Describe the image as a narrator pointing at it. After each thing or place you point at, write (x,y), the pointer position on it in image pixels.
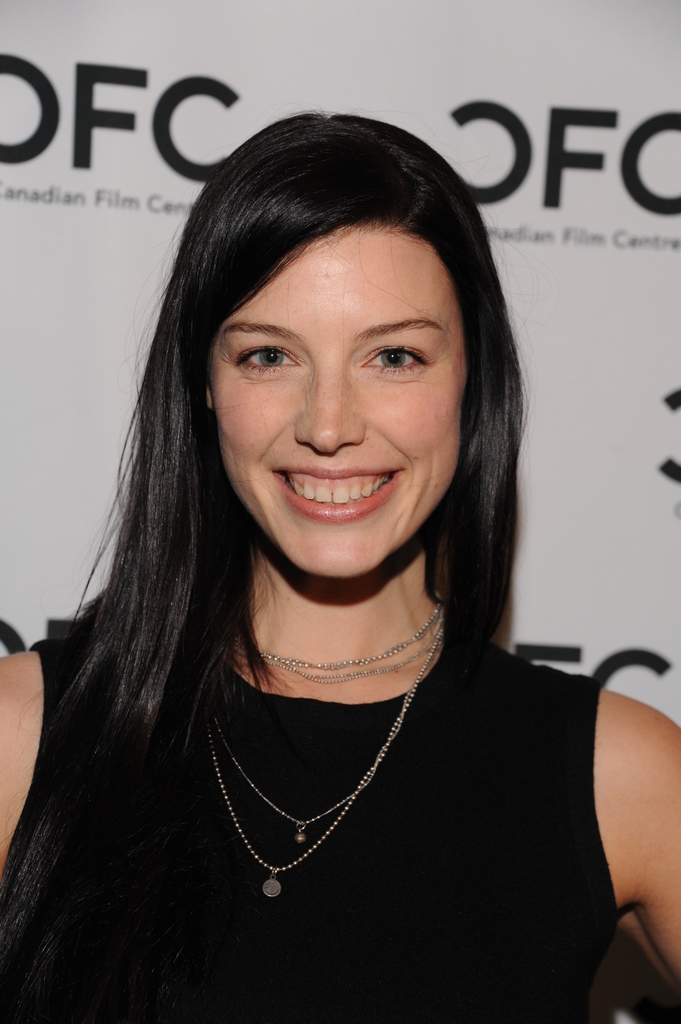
In this image in the center (252,522) there is one woman (232,608) who is smiling and in the background (603,560) there is one board (104,279), on that board (588,267) there is some text (84,115).
